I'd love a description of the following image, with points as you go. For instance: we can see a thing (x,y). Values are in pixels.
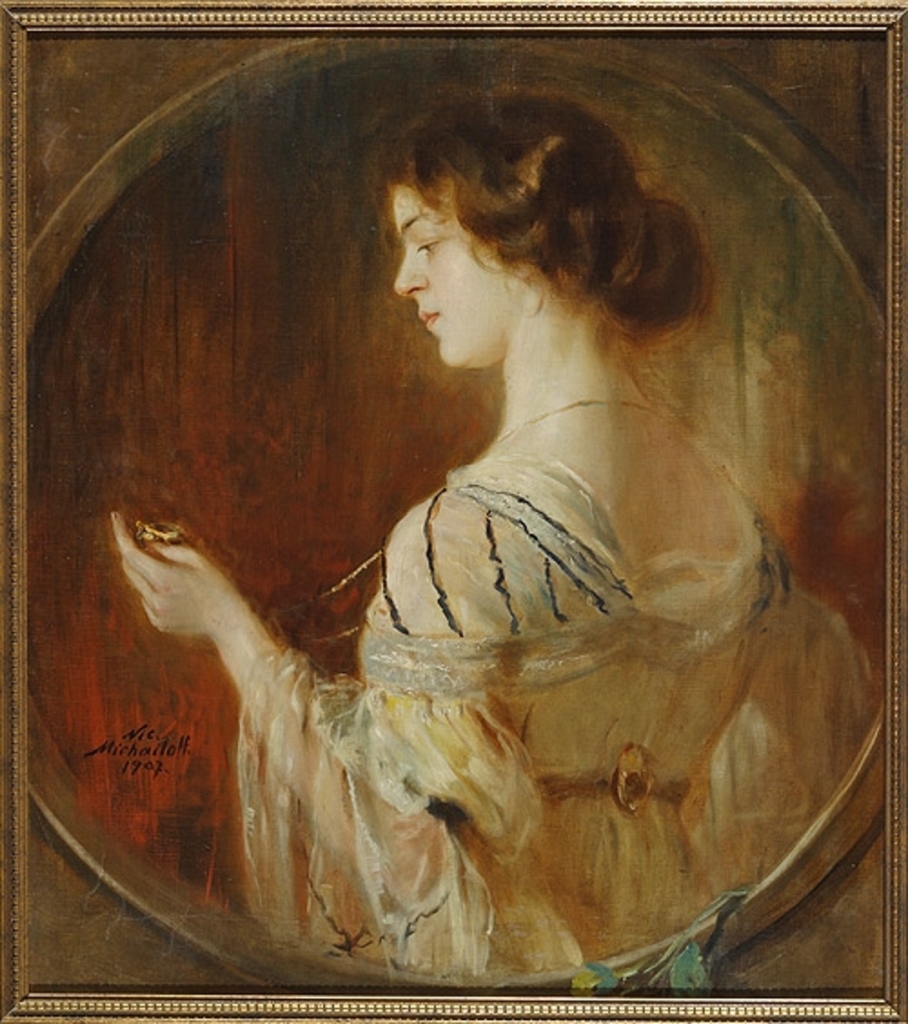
This picture shows a photo frame (671,1018). We see painting (375,477) of a woman (297,680).
